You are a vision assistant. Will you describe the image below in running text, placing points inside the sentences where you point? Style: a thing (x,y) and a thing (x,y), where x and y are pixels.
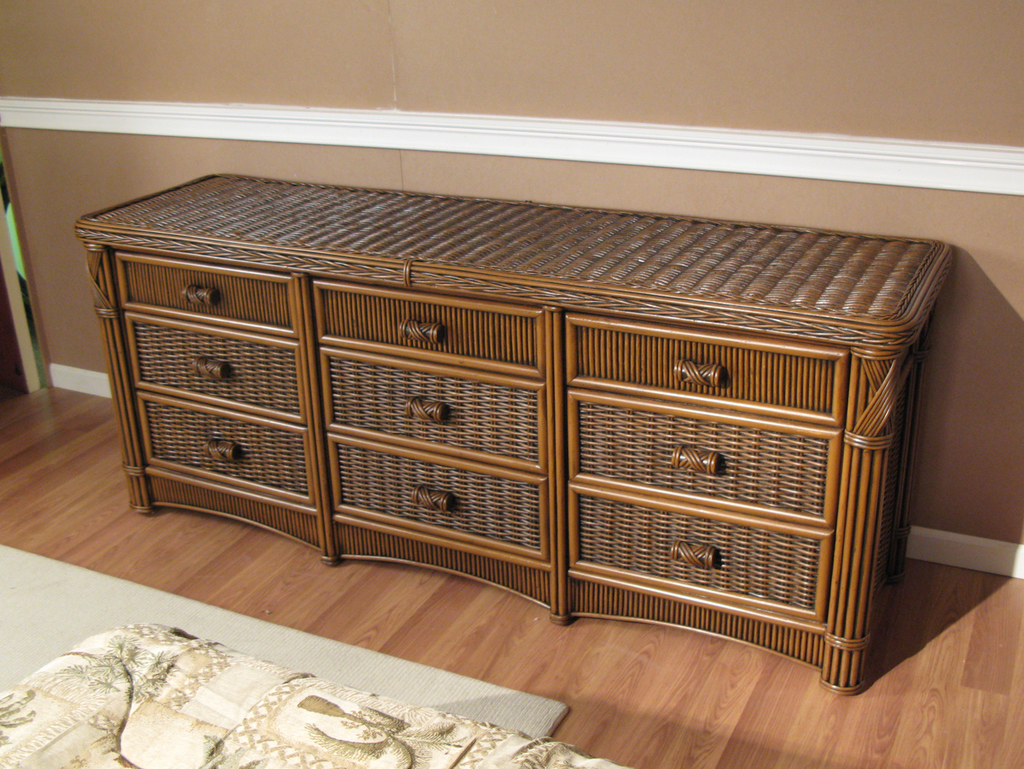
In this picture I can see the mattress (263,696) in front (311,759) on which there is a cloth (111,716) which is of white and cream in color and in the middle of this image (452,319) I see the drawers (347,331) and behind it I see the wall (841,212) and I see the floor (947,669).
